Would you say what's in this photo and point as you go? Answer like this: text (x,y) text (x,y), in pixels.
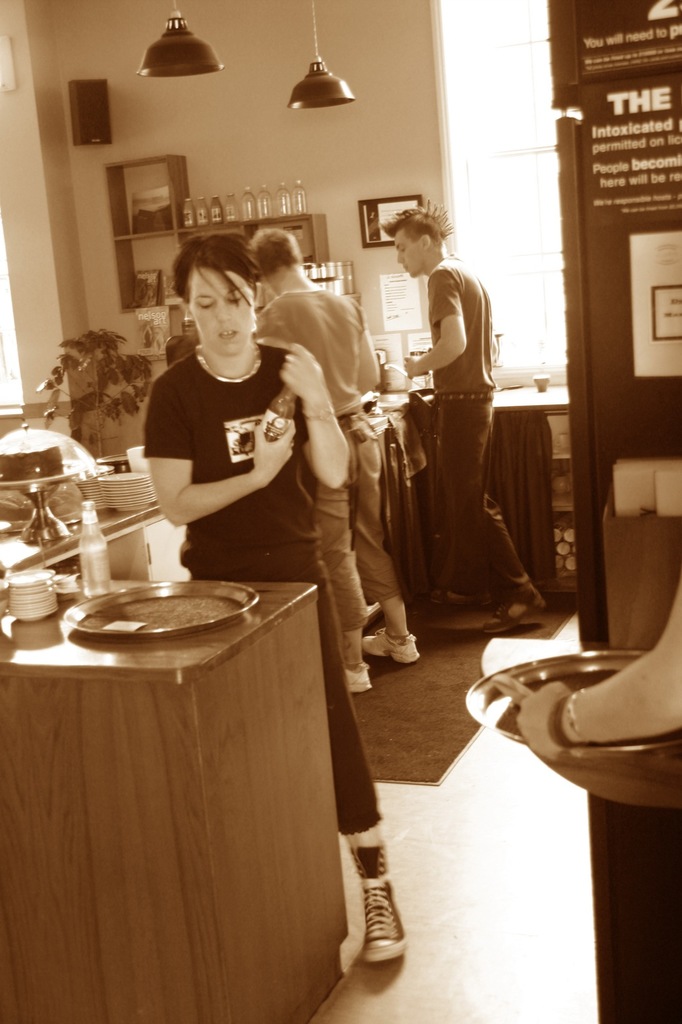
In this image I can see three people (276,507) standing in-front of the countertop (247,634). On the counter top (148,646) there is a plate (37,608), cups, bottles (98,559) and the flower vase (102,412). In the background (290,190) there are some bottles (205,209) inside the rack (165,232).
